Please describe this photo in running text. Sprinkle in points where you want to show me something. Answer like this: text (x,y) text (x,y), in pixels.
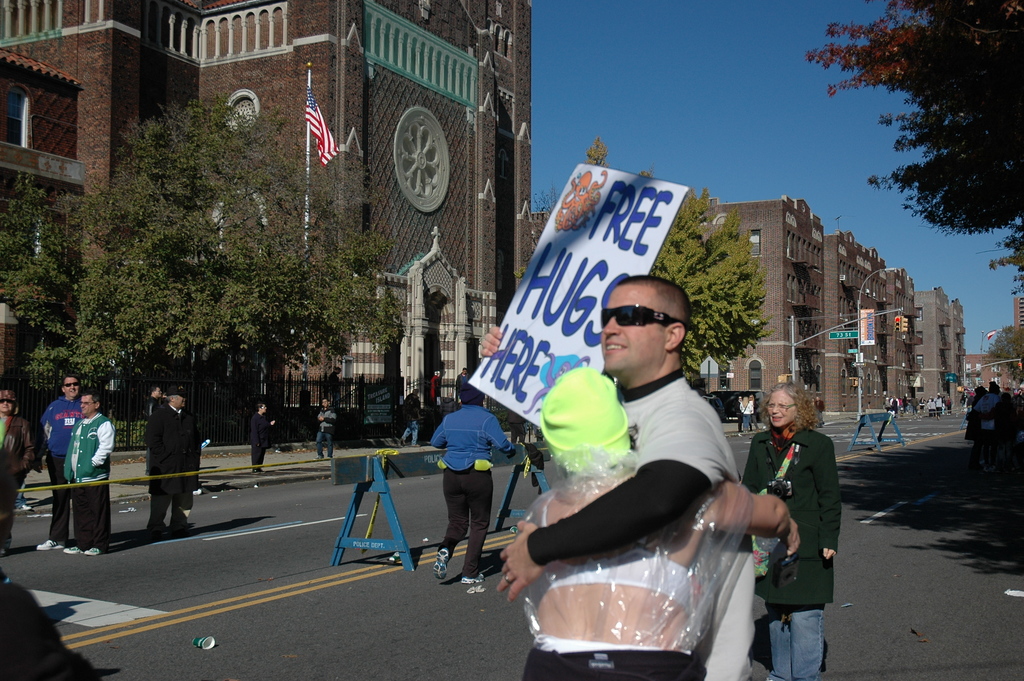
In this image i can see some buildings (397,266) and few people (629,497). Beside the buildings (301,151) there are some trees (335,330) and in the middle of the road (294,649) we can see the barrier gates (365,509). In the middle of the tree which is beside the front building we have a flag (317,130).
